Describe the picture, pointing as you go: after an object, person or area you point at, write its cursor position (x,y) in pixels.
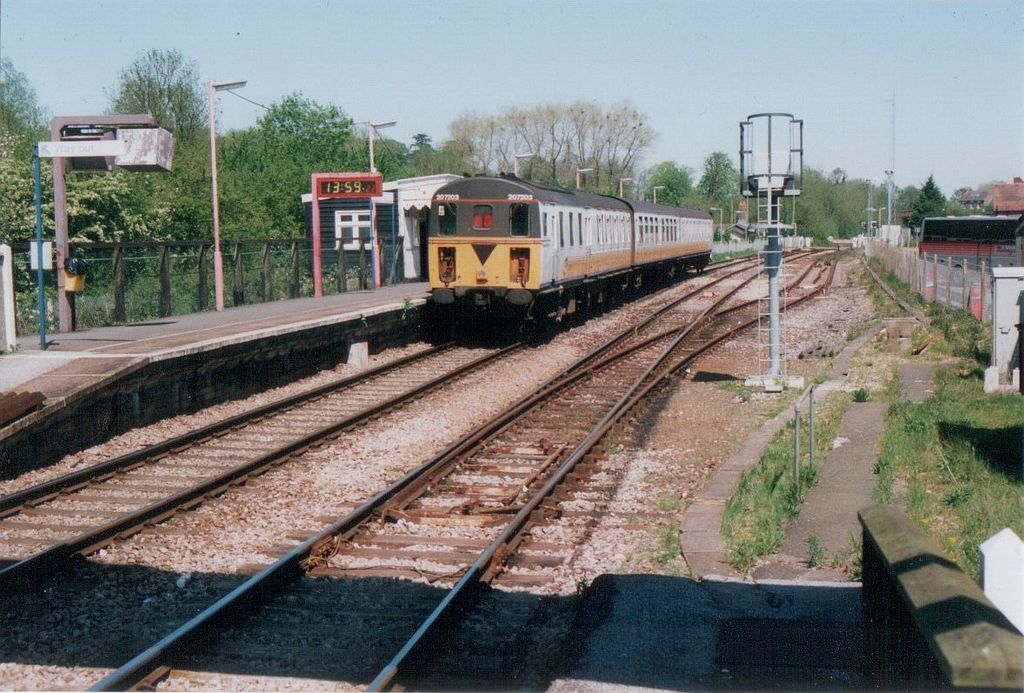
This is an outside view. In the middle of the image (542,252) there is a train (517,299) on the railway track (421,381). On the left side (132,347) there is a platform (252,335). Here I can see many poles (773,219). On the right side (970,297) there is a fencing (895,258) and also I can see few buildings (1009,205). In the background (311,162) there are many trees (293,165). At the top of the image (474,52) I can see the sky (372,37).
